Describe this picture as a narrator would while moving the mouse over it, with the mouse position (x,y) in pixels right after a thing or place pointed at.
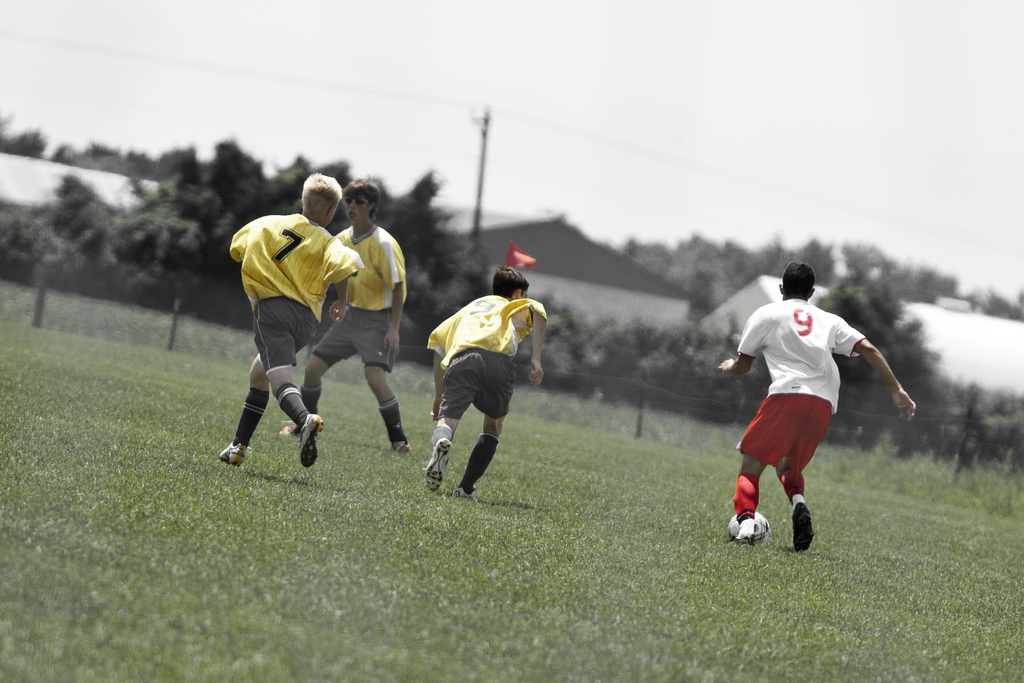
This image is clicked in a ground (655,475) where there are four people (784,455) who are playing game. Three of them are in yellow dress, one is in white and red dress (799,491). He is kicking ball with his leg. There trees (697,256) in the back side (881,415) and there are sheds (600,280) in the right side (999,366) and left side. There is a sky (513,88) on the top (391,187).
